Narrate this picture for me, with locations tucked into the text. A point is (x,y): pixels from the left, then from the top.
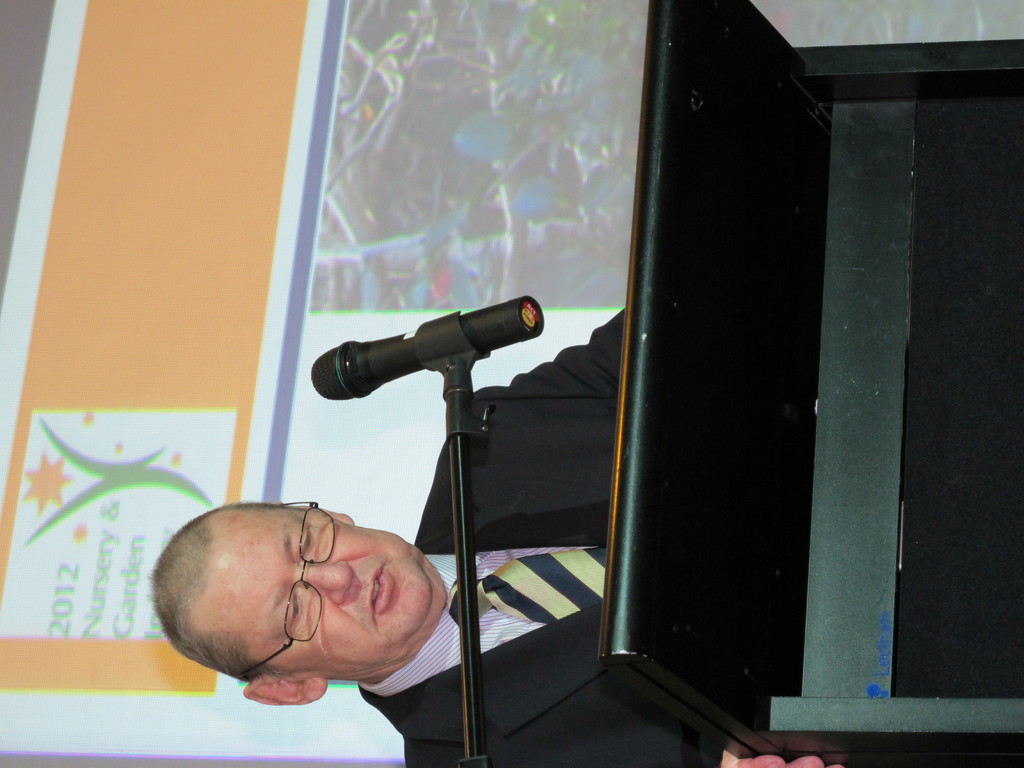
In this image there is a person (584,542) standing near the podium (702,725), there is a mike (407,358) with a mike stand (431,337), screen (275,132).
